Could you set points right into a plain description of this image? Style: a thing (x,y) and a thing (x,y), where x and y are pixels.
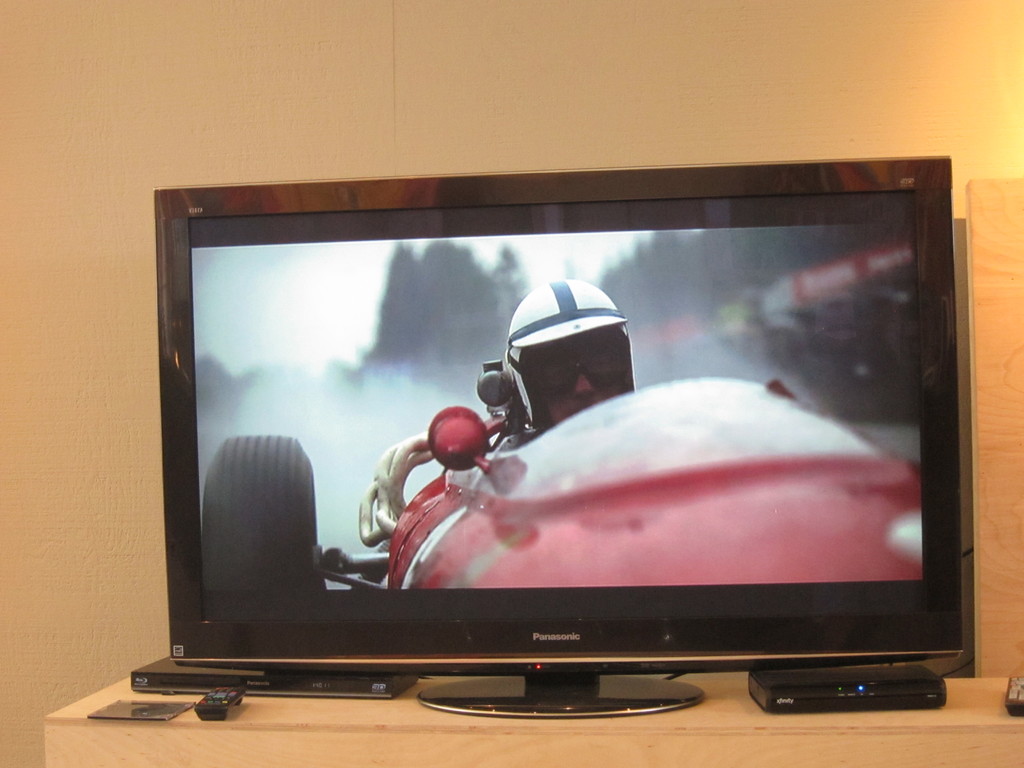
This image is taken indoors. In the background (77,232) there is a wall (904,152). At the bottom of the image (210,734) there is a table (426,734) with two remotes (228,708), a device (768,684) and a television (545,285) on it.
